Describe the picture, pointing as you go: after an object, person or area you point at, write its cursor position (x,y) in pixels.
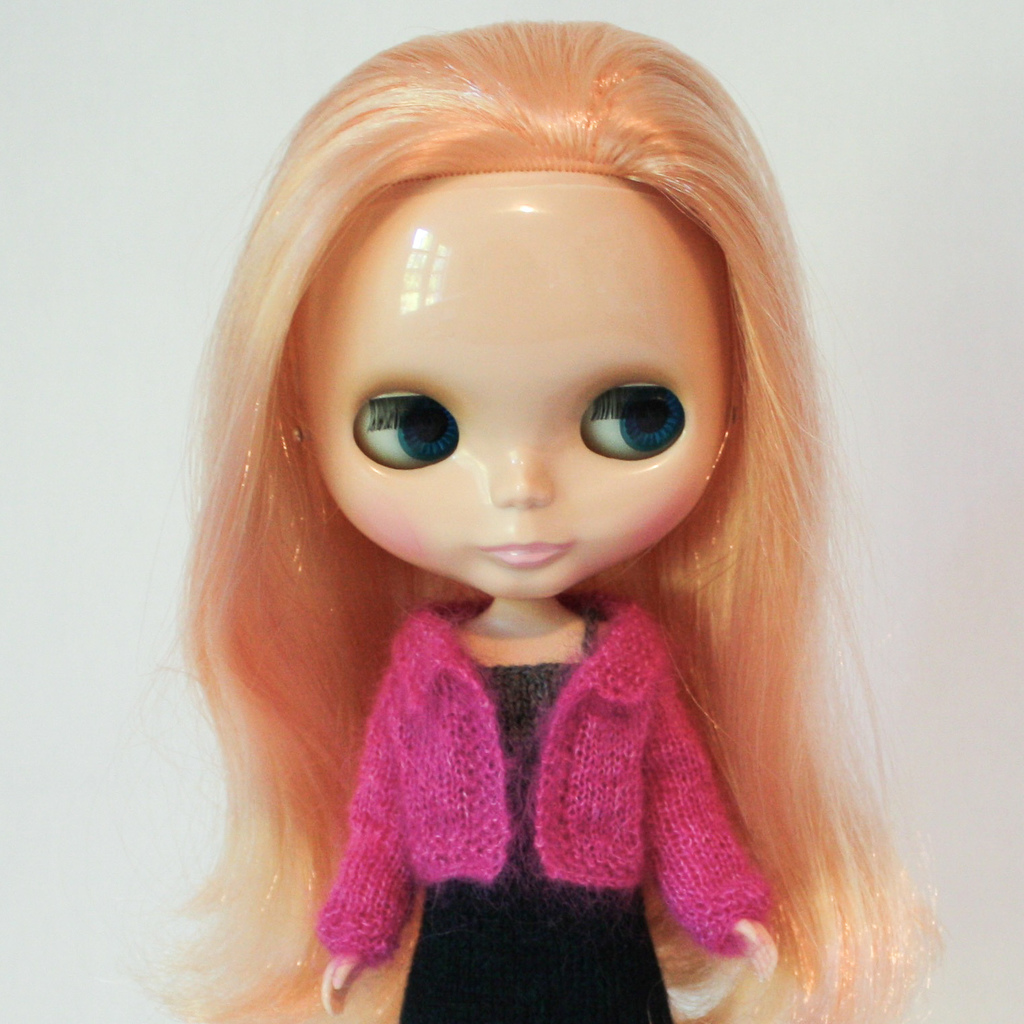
This picture shows a doll (455,604) and we see a white background (52,400).
